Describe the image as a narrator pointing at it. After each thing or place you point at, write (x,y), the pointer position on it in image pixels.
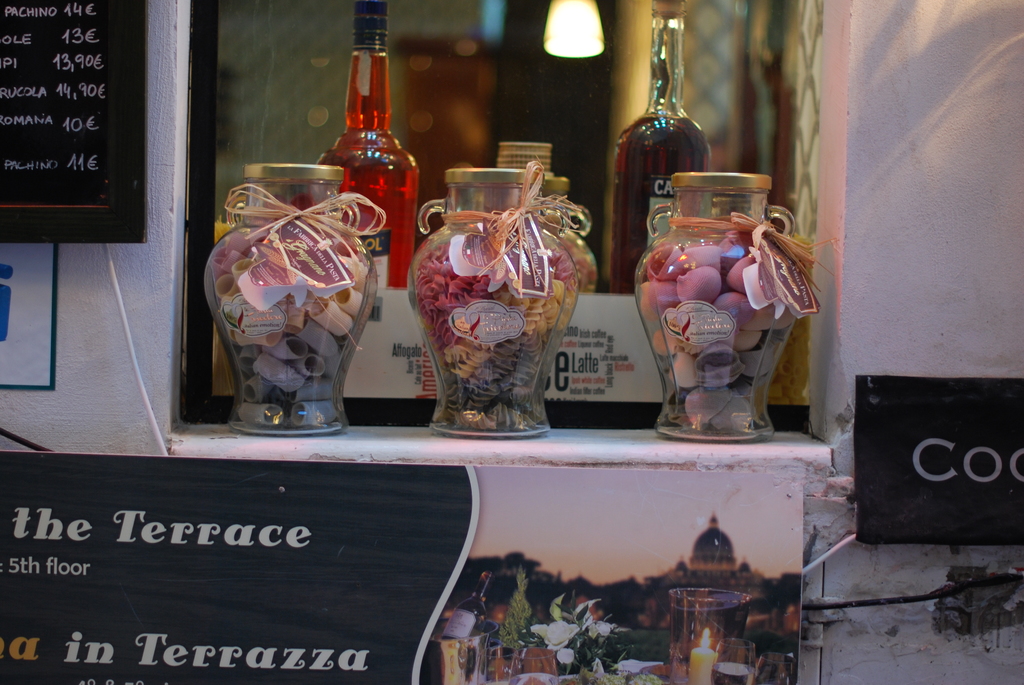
This picture shows two bottles (364,115) and three glass jars (432,239) and we see a board (8,46) to the wall (169,177).
